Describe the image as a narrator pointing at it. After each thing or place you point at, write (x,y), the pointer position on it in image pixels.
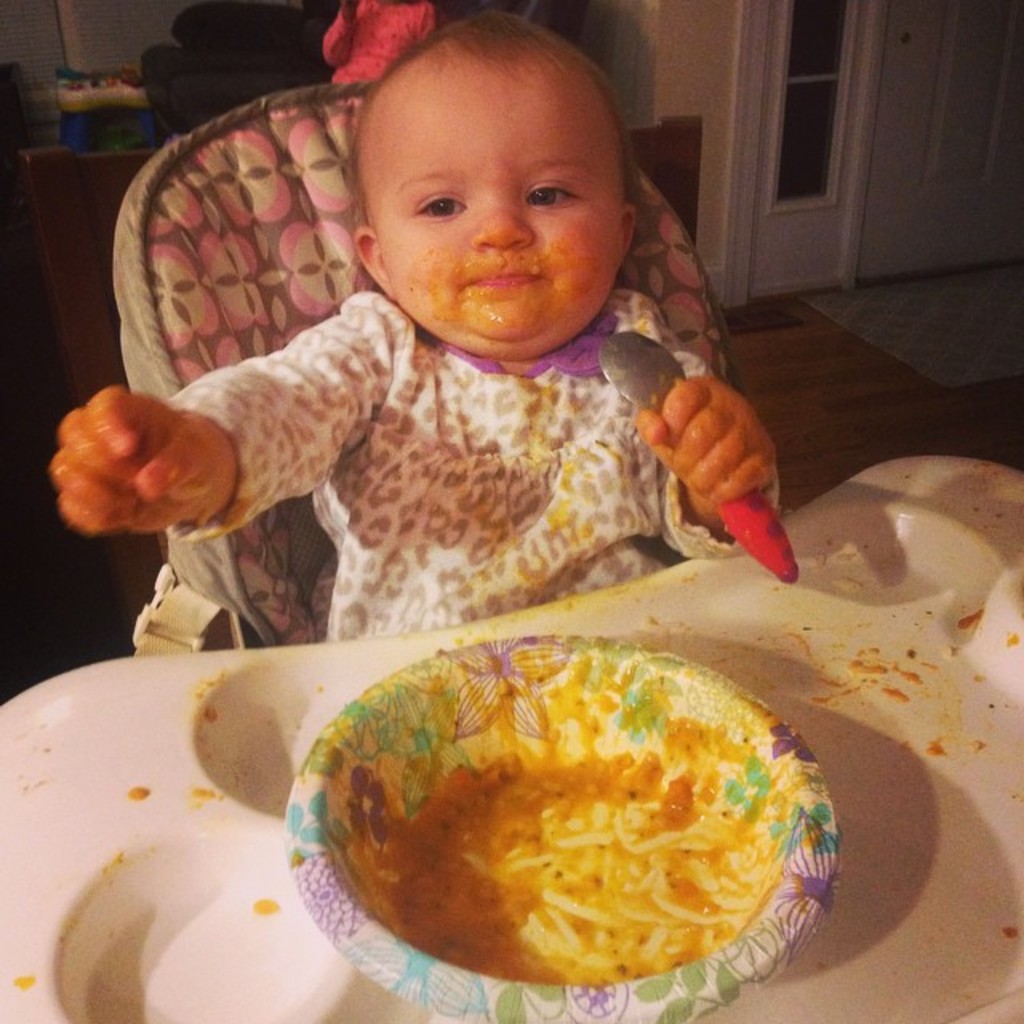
In this picture we can see a bowl (442,707) and a child (301,454) sitting and holding a spoon (634,369) with hand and in the background (34,139) we can see a door (890,52) and some objects (325,4).
